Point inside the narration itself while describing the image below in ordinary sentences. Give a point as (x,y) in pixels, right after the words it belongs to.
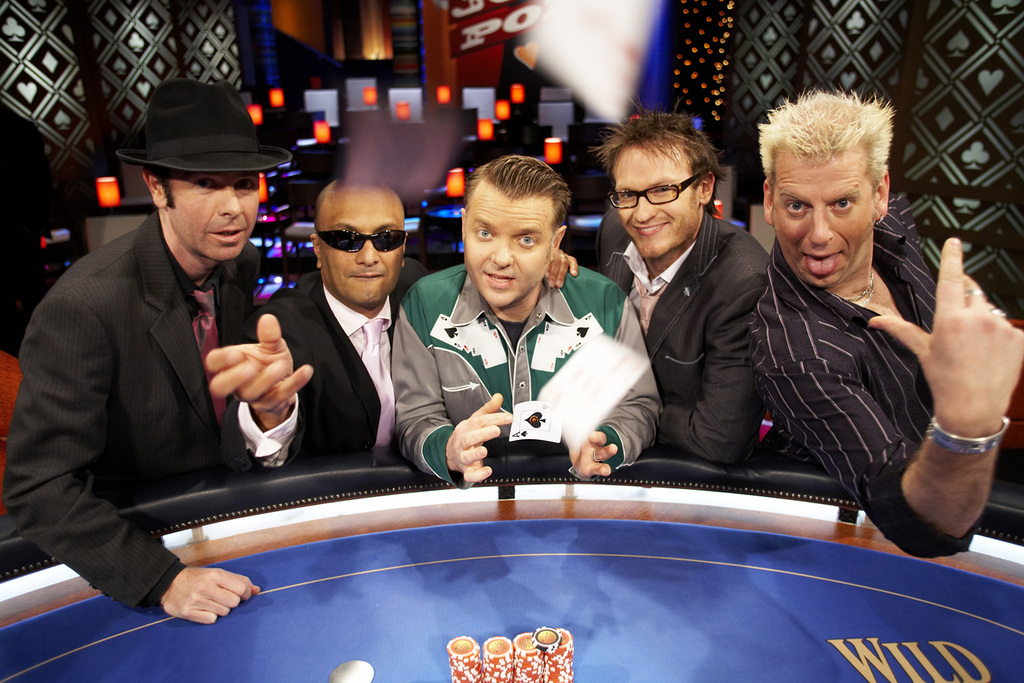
In this image I can see few people (565,205) are standing. In front (564,666) I can see the blue color board (829,572) and something on it. I can see the colorful background (752,78) and few objects (556,650) around.
